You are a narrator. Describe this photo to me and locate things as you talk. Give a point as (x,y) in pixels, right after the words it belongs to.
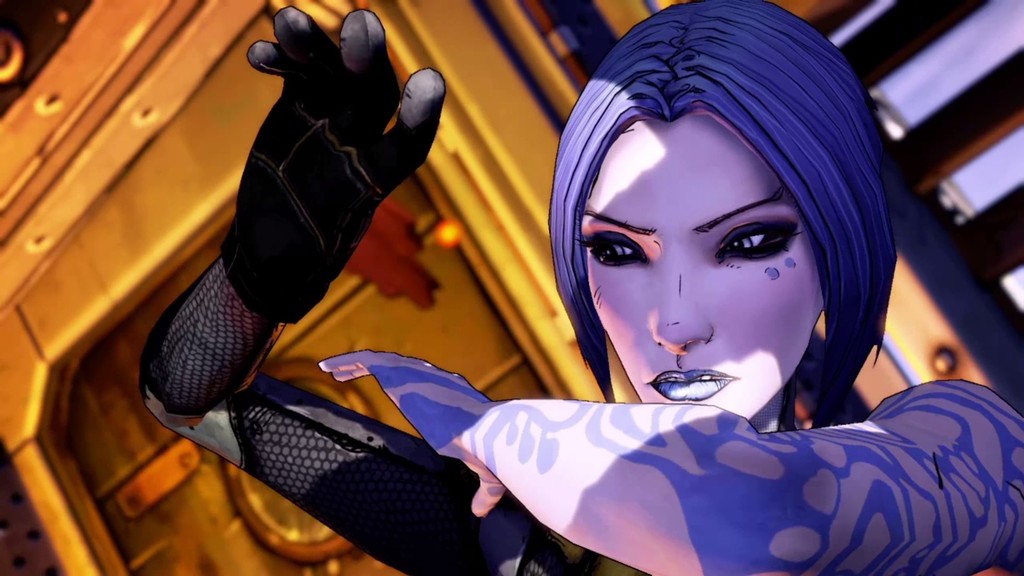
This is an animated image in which we see a person (744,223).
